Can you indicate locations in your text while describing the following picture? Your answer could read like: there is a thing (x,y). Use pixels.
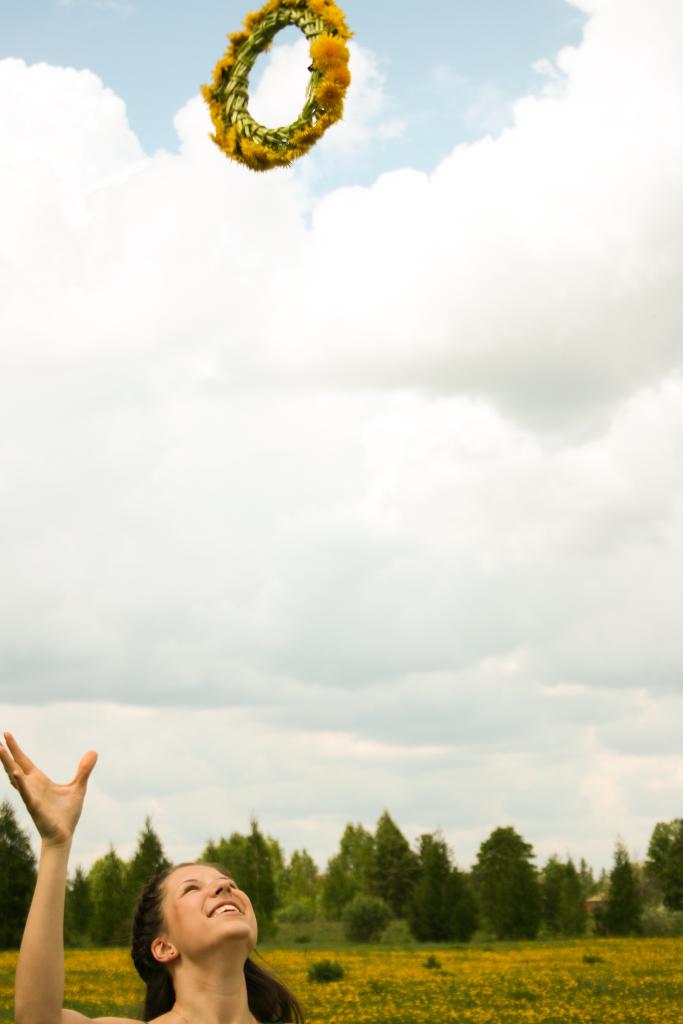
In the picture we can see a woman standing and thrown a flower ring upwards and a smiling and in the background (372,979), we can see a grass surface (370,975) and some trees (521,885) and we can also see a sky (212,521) with clouds (202,336).
